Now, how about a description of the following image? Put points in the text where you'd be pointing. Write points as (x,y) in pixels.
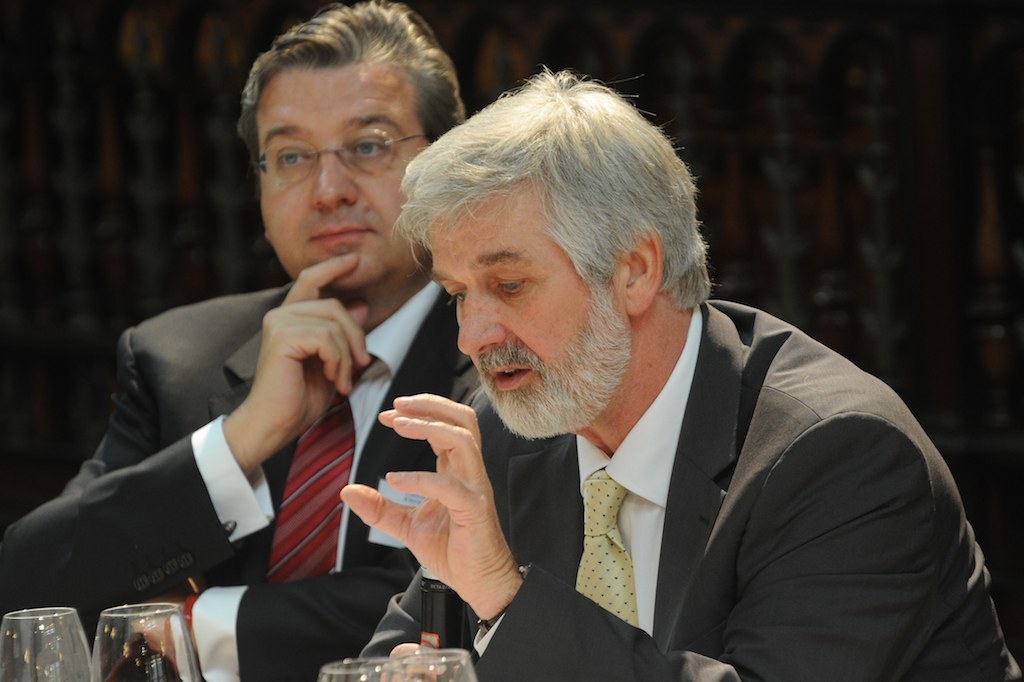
This is the picture of two people (296,433) wearing suit (56,596) and sitting in front of some glasses (125,664).
